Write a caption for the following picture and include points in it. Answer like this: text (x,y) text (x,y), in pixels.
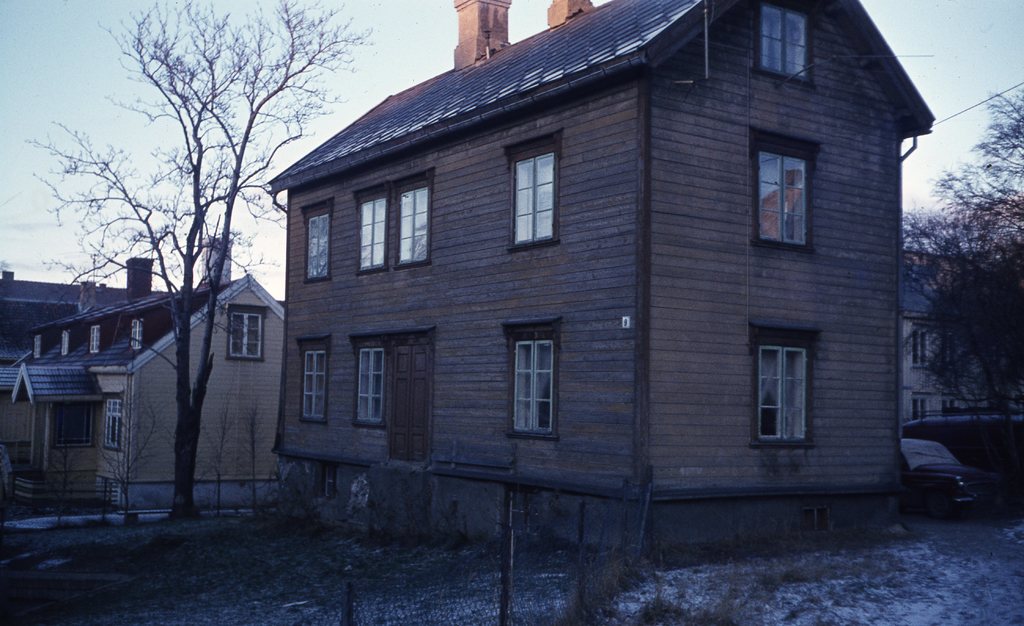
In this image, I can see the houses (476,358) and trees (999,332). At the bottom of the image (503,610), I can see a fence (522,577), snow (629,604) and grass (488,572). On the right side of the image (947,514), there are vehicles (947,450). In the background (439,24), there is the sky (435,43).
